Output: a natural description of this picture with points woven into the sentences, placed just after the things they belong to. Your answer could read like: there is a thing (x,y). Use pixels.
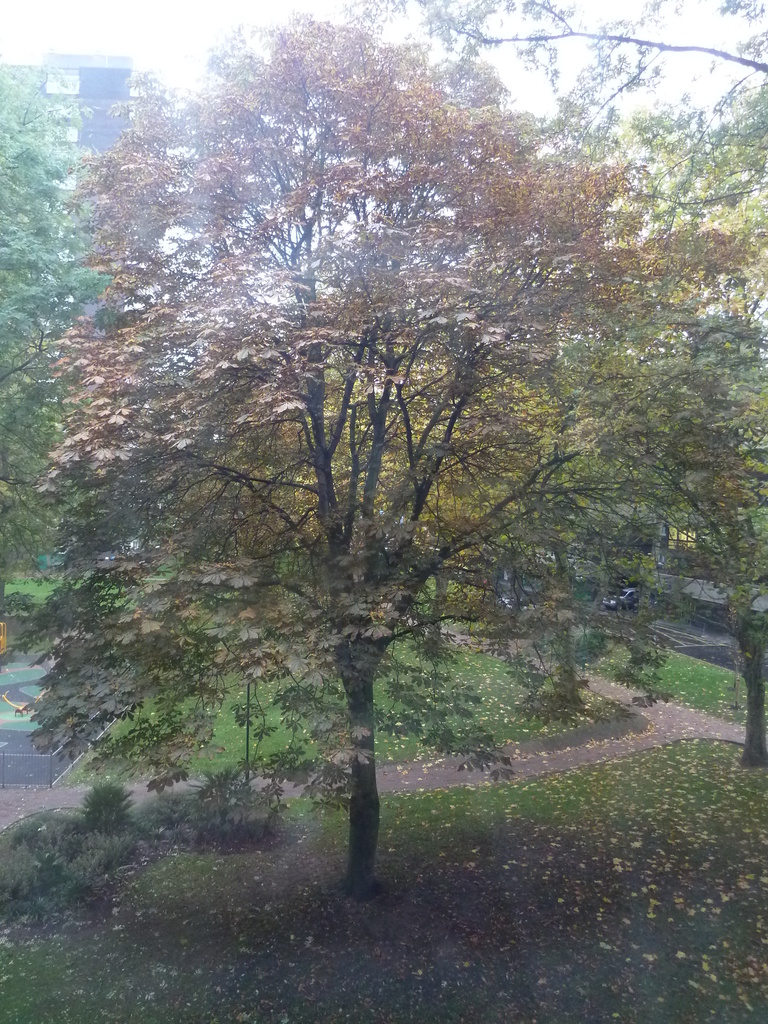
In this image there are trees (358,602) and we can see a car (630,606). At the bottom (256,946) there is grass (409,873). In the background (162,78) there is sky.
